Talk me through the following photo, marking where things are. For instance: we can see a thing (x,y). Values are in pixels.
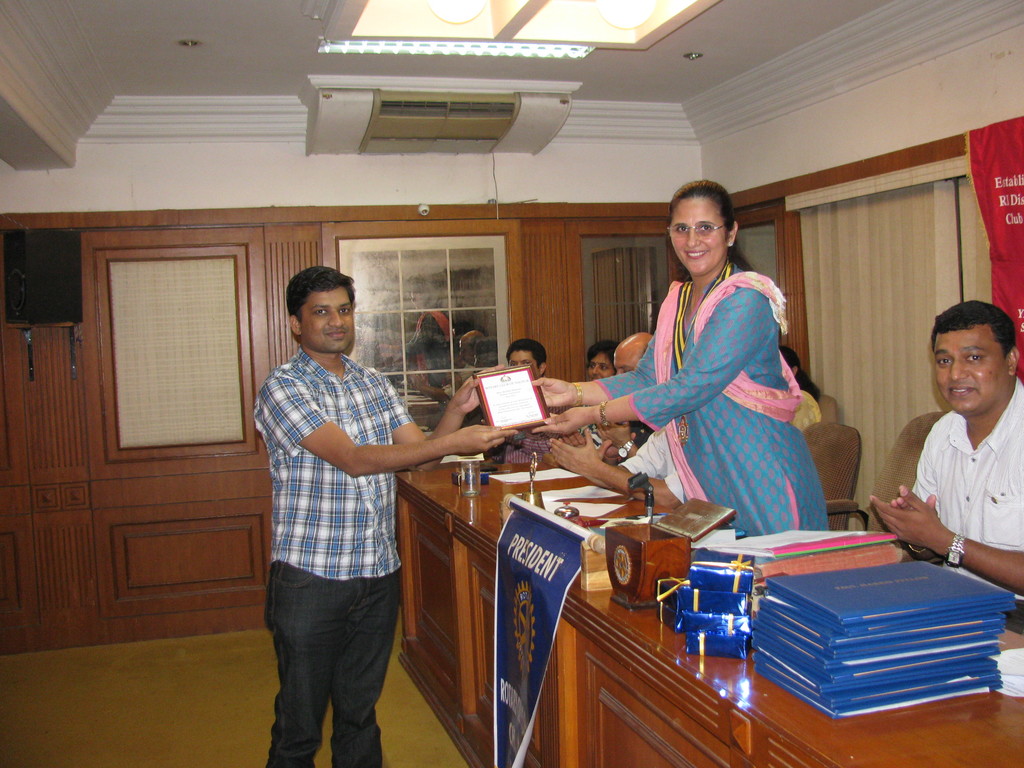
In this image we can see a man (488,445) and a woman (577,380) standing holding a frame (518,417). We can also see some people (517,453) sitting on the chairs (837,454) beside a table (743,664) containing some files (819,662), gift boxes (739,635), board (500,756), books (782,569), stand (681,560) and some papers (574,504). On the backside (226,332) we can see a door (214,470), windows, wall (381,205), curtains (825,316), roof (398,9) and a ceiling light (533,49).
